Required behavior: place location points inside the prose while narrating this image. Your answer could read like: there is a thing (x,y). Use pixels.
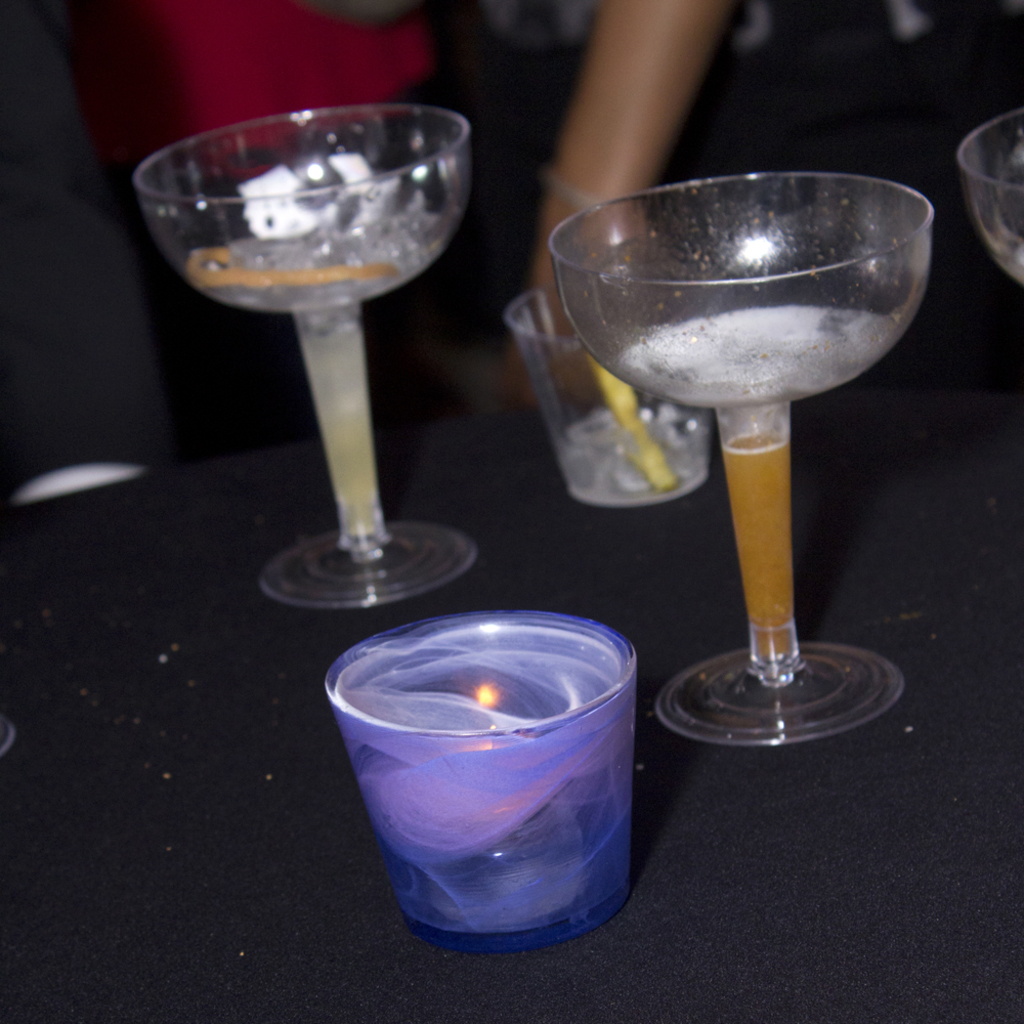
In this picture I can see few glasses (787,215) on the table (99,936) and I can see a human hand (656,131).
